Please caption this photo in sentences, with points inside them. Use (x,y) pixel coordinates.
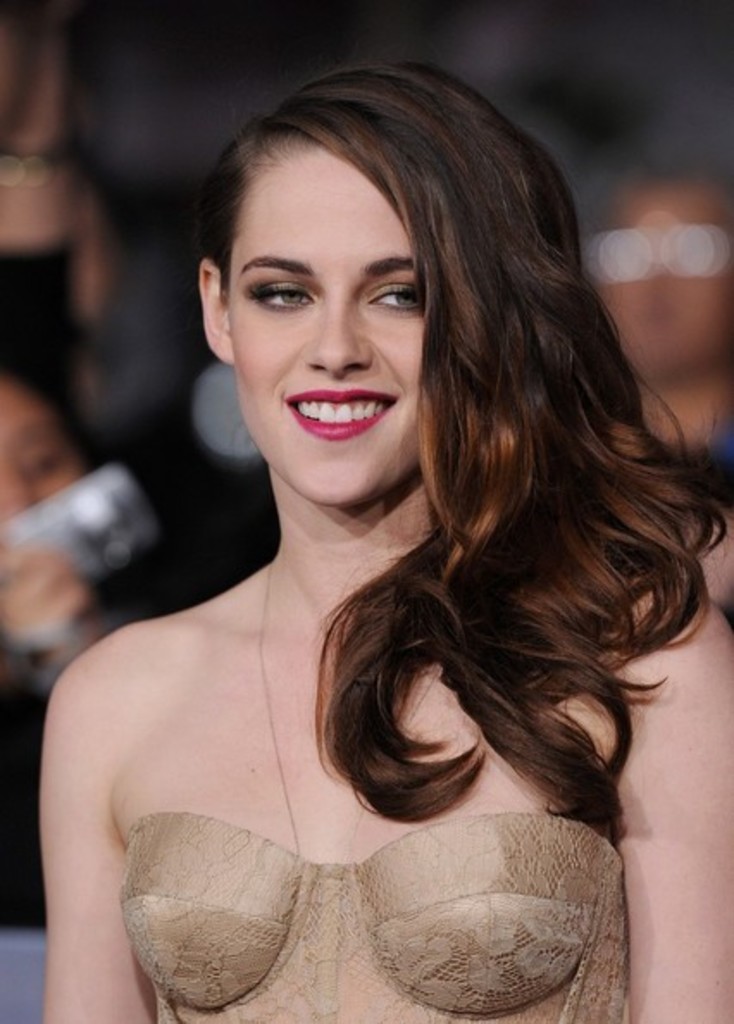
In this picture there is a woman (379,831) with cream dress (335,956) is smiling. At the back (138,586) there are group of people (624,279) and the image is blurry.
